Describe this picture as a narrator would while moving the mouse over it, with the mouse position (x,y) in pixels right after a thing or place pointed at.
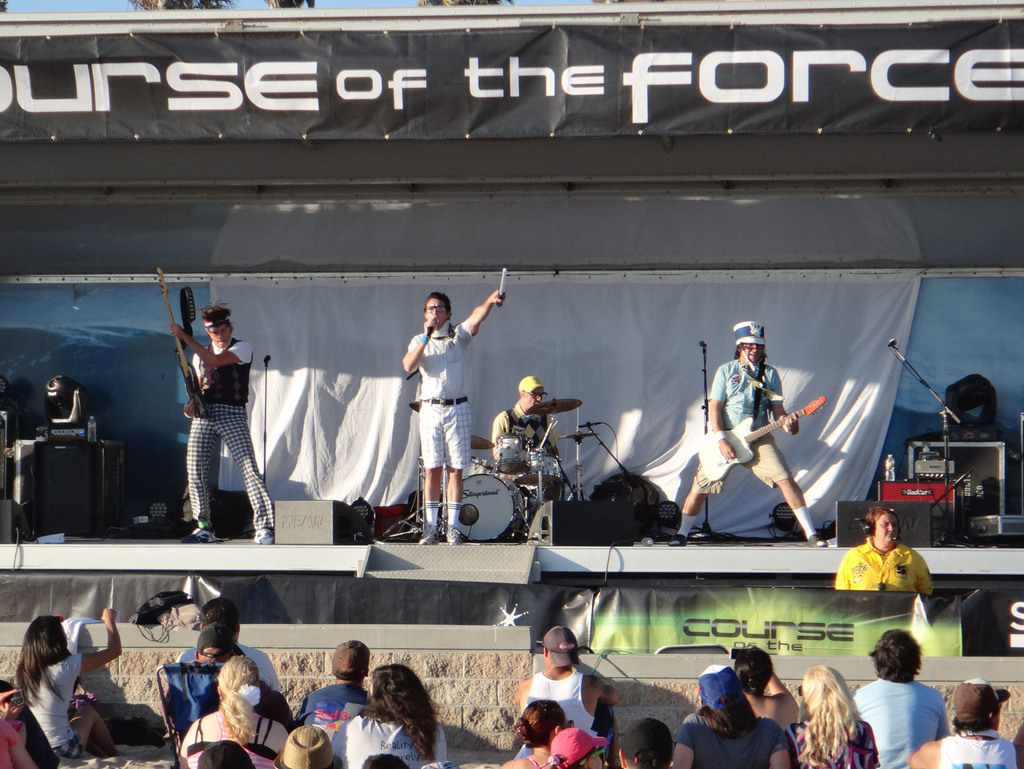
At the bottom of the picture (842,761), we see people (706,756) are sitting. In front of them, we see a wall (644,709) and a banner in green color. We see four men (221,367) are on the stage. The man (446,414) in the middle of the picture (432,400) wearing a white shirt (423,378) is holding something in one of his hands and in the other hand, he is holding a microphone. He is singing the song on the microphone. On either side of him, we see two men (240,464) are holding guitars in their hands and they are playing guitar (745,434). Behind them, we see a man (536,425) in black T-shirt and a yellow cap (524,386) is playing drums (518,494). Behind them, we see a white sheet (641,335) and a board (237,139) in black color with some text (204,106) written on it.
